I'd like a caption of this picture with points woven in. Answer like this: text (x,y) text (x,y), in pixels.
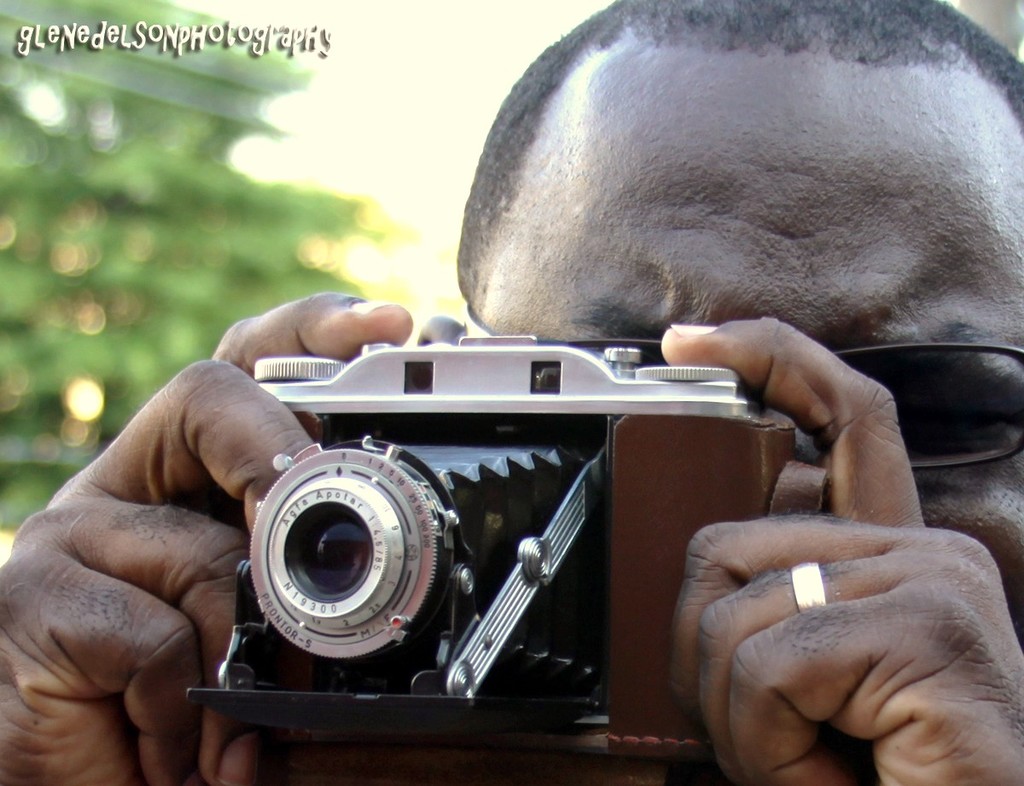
In the image we can see there is a man (674,224) who is carrying camera (316,490) in his hand (183,554).
